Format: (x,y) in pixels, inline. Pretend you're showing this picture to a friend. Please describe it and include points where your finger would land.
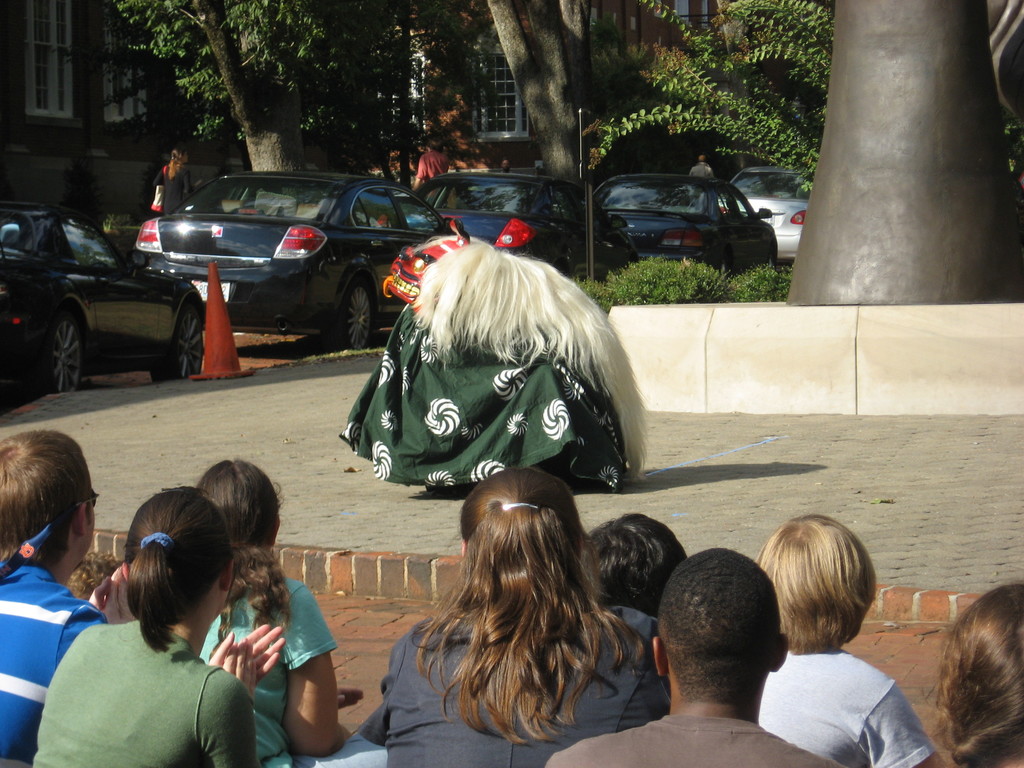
In the foreground of the picture (400,671) there are people (408,701) watching a performance. In the center of the picture (482,366) there is a person (479,311) with a costume (509,295). On the right (764,125) there are plants (757,114), tree (821,100) and statue (902,158) may be a sculpture (871,212). In the center of the background (54,238) there are trees (462,63), cars (274,225), houses (195,155), persons (166,169) and other objects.
